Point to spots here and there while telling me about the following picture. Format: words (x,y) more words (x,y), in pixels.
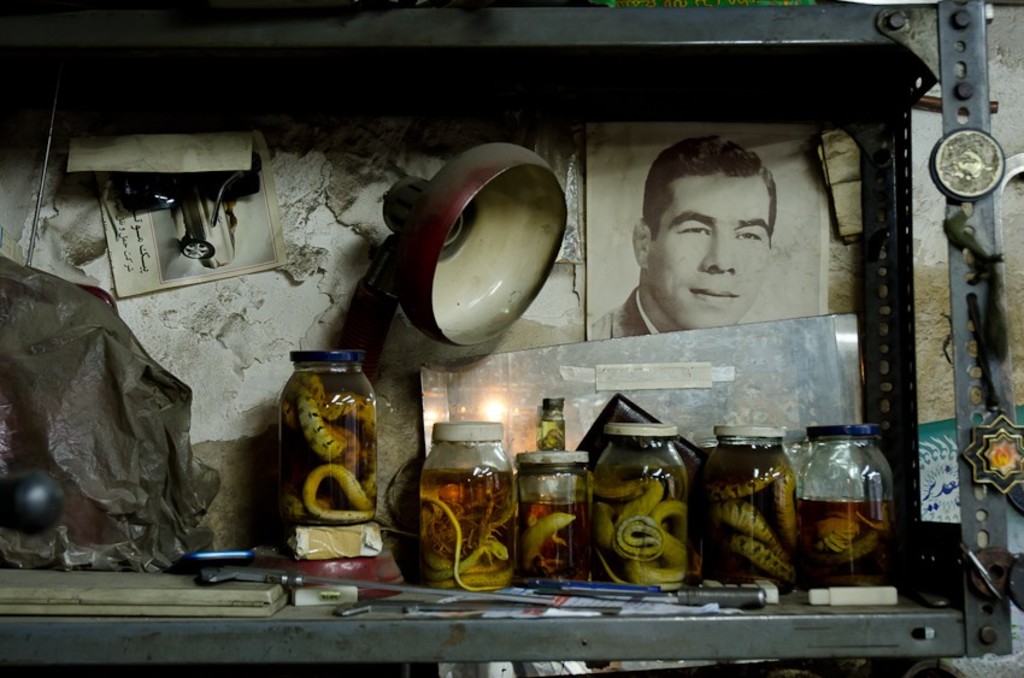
In this picture there is a rack (979,249) in the center of the image (607,450), which contains snakes (351,486) bottles (568,526) and there is a lamp (493,274) and photographs (110,232) on the wall (365,201) in the image.
